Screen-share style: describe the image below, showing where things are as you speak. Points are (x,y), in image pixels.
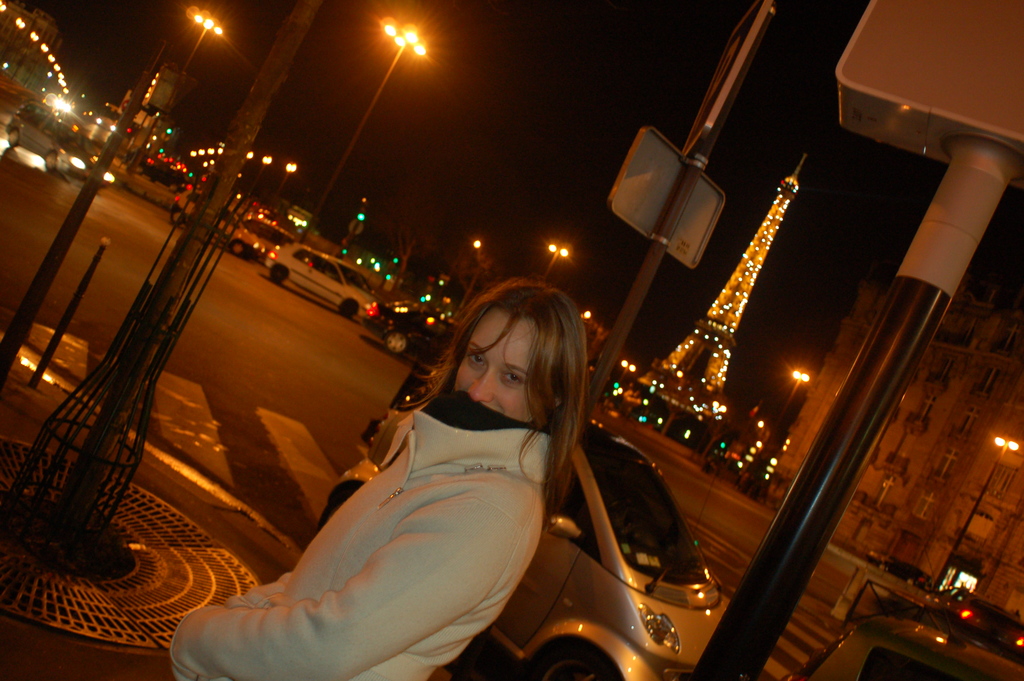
In this image we can see the lady (494,425), there are light poles (65,231), vehicles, there is a tower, also we can see buildings (953,342), and the background (588,73) is dark.
